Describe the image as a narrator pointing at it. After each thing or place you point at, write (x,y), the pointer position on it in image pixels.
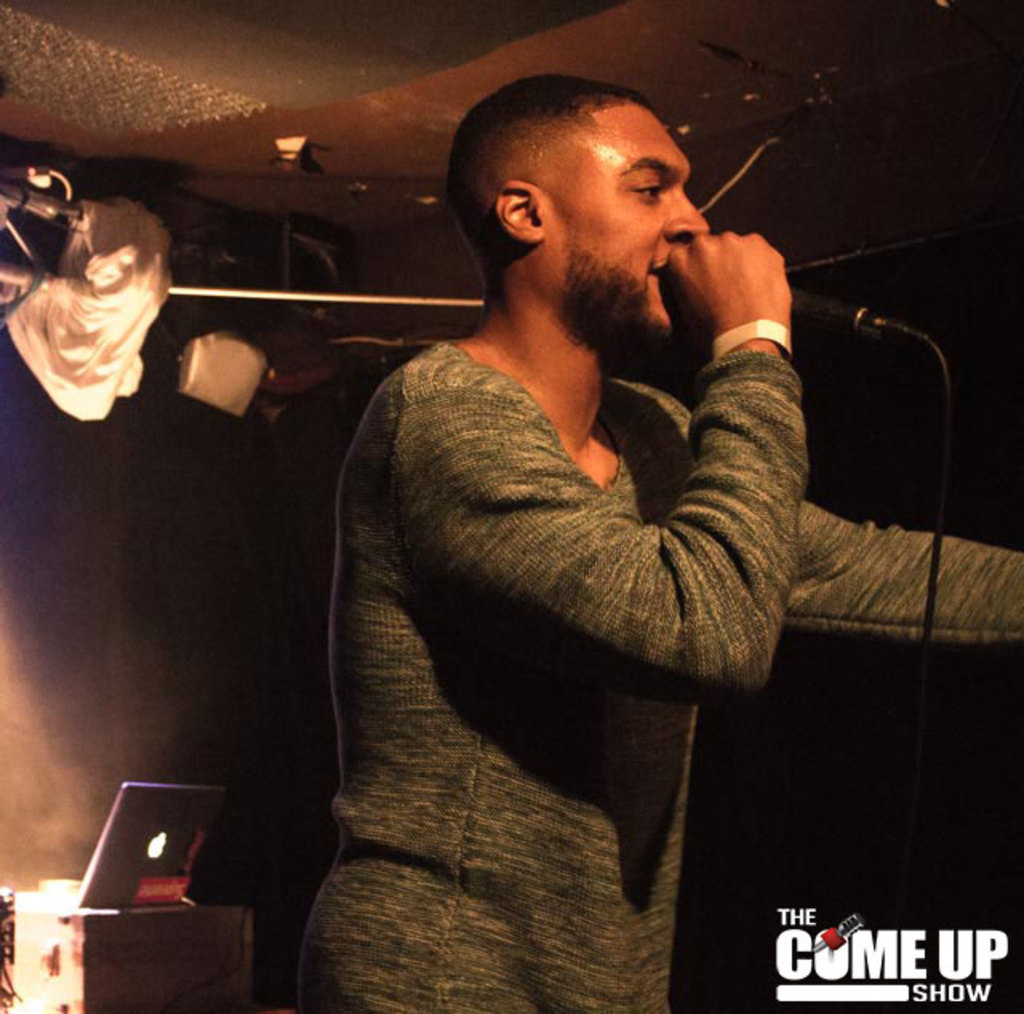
Here I can see a man (571,783) wearing t-shirt (513,651), standing and singing a song by holding a mike (843,313) in the hands (753,315). He is facing towards the right side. In the background (177,937) there is a table (153,933) on which I can a laptop (135,842). At the top (121,242) I can see a white color cloth (89,330), some metal rods (38,203) and some more objects (250,269) in the dark. On the right bottom of the image (893,962) I can see some text (945,970).
